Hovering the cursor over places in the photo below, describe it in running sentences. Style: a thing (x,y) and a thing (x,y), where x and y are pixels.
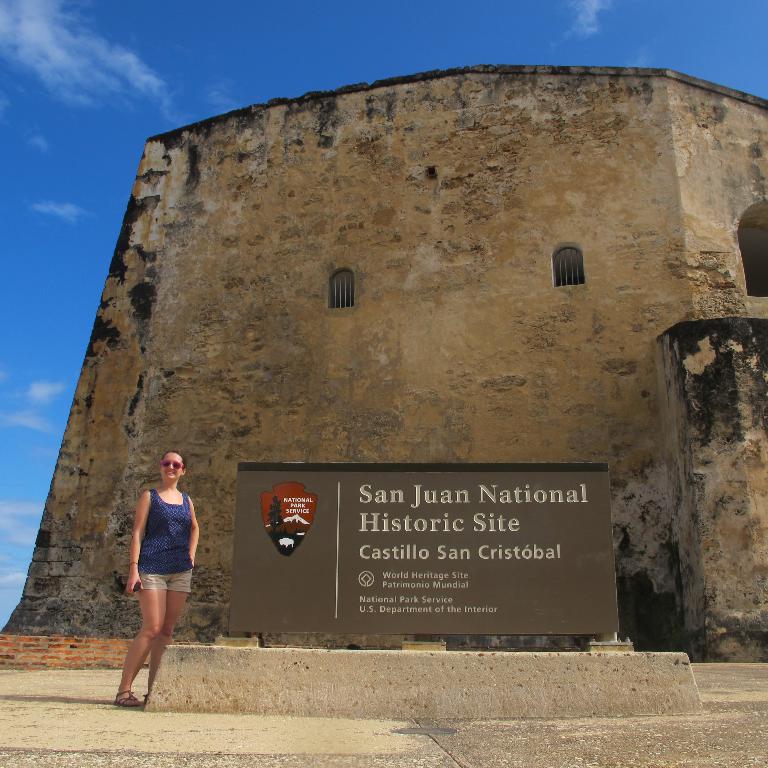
In this picture there is a woman (158,622) standing on the left side (150,628). She is wearing blue color dress (164,523) and spectacles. I can observe brown color board (344,509) in the middle of the picture (381,490). There is some text (373,511) on the board (319,545). Behind the board (370,486) there is a monument (378,318). In the background (172,47) there is a sky (118,53).
